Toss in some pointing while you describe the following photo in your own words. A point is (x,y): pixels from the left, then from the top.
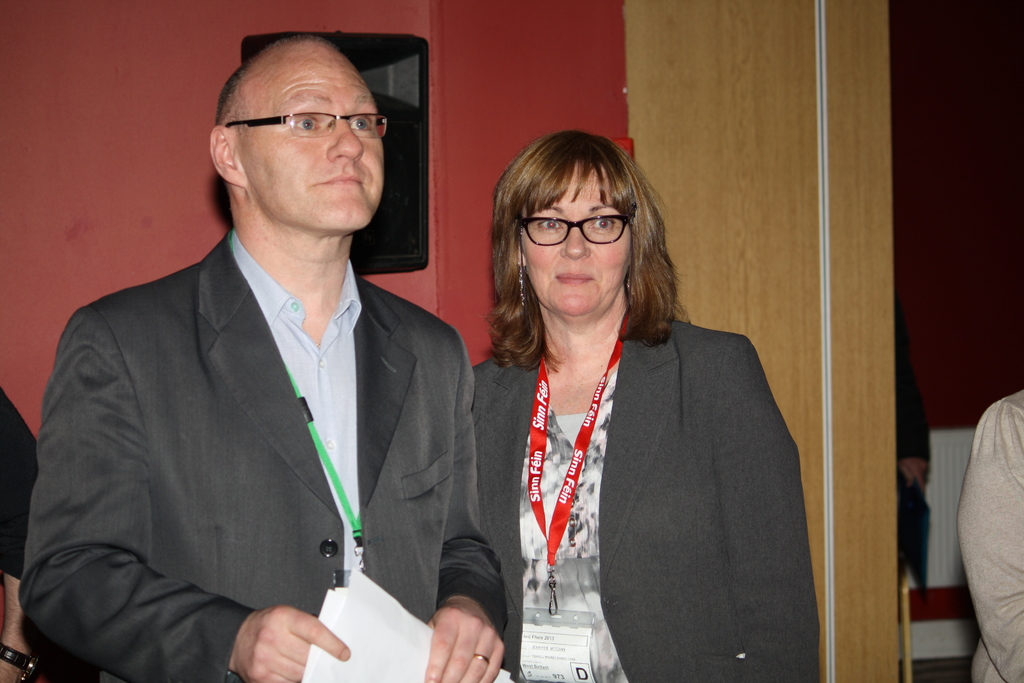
In this image there is one man (297,320) and one woman (551,356) standing and man (318,636) is holding some papers (360,670), and also in the background (75,241) there are some people (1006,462), wall (790,264) and some object (391,95) on the wall (128,35). And on the right side of the image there are people (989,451).
